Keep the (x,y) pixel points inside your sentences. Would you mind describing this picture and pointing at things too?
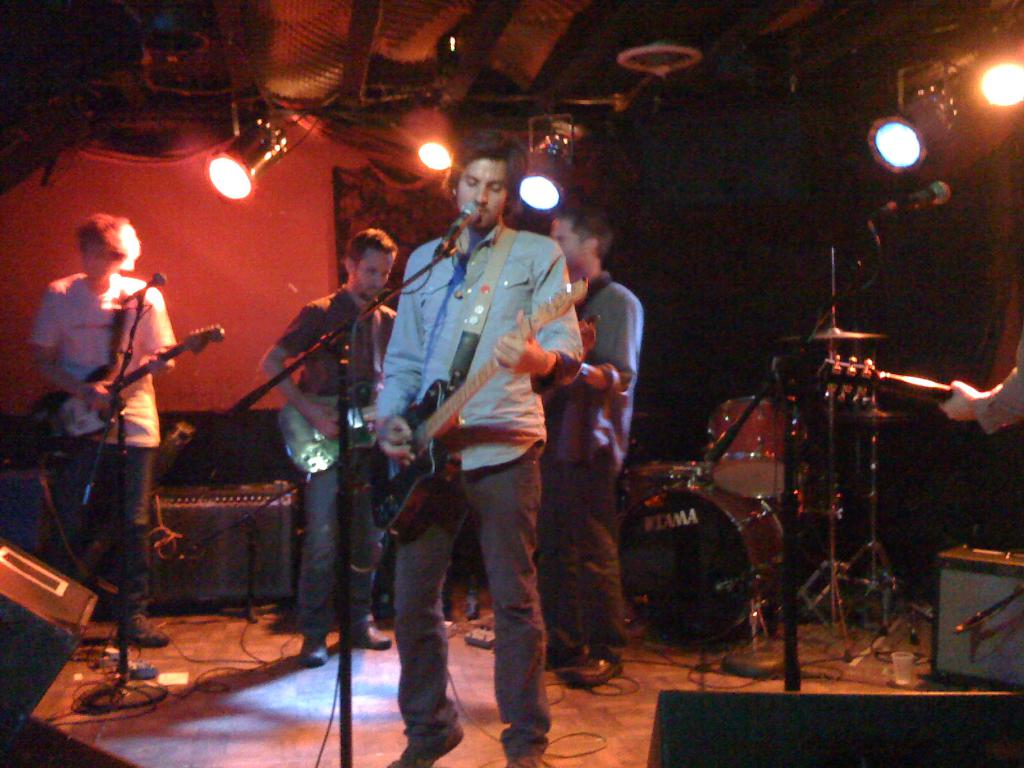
In this image we can see a few people (404,462) playing the guitars (429,459), there are some other musical instruments (653,517) on the stage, also we can see some stands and mics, at the top of the roof (948,18) we can see some lights (283,150) and there is a poster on the wall (280,163).
